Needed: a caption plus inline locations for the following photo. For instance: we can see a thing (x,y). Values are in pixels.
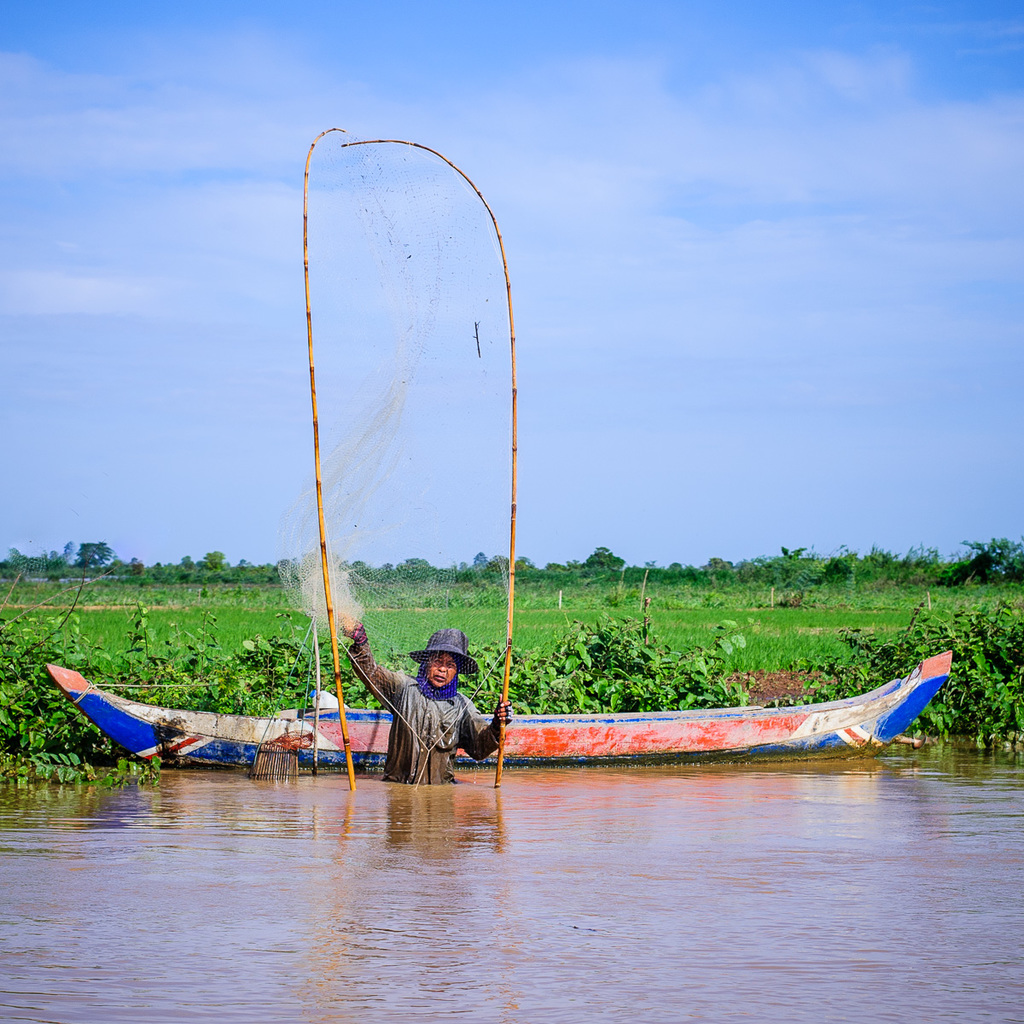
In this picture we can see one person (408,780) standing in the water (539,909) and holding net (489,568), behind we can see the boat (859,729), grass (101,603) and trees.
